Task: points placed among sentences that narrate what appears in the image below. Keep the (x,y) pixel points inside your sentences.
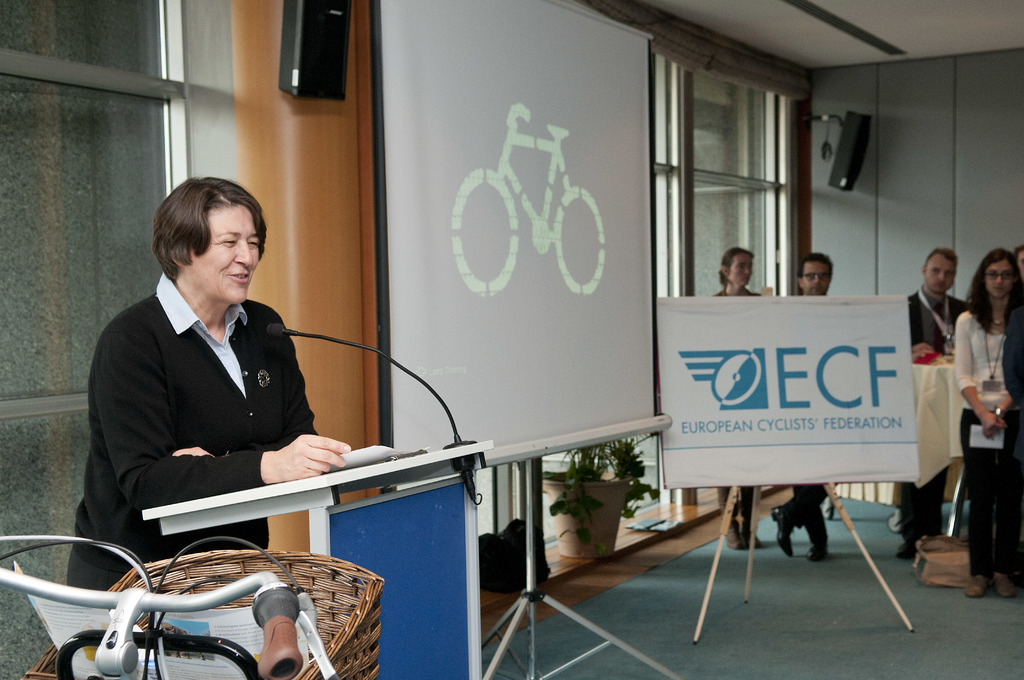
In this image I can see the person (145,417) standing in-front of the podium (322,491). On the podium (339,480) I can see the paper (357,453) and mic (389,359). To the left side of the person (289,360) I can see the banner (798,323) and the board (770,358). In the background (919,295) I can see the group of people (919,309) standing, window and the flower pot (586,527). To the left (271,601) I can see the bicycle (165,665) with brown color basket (329,611).
